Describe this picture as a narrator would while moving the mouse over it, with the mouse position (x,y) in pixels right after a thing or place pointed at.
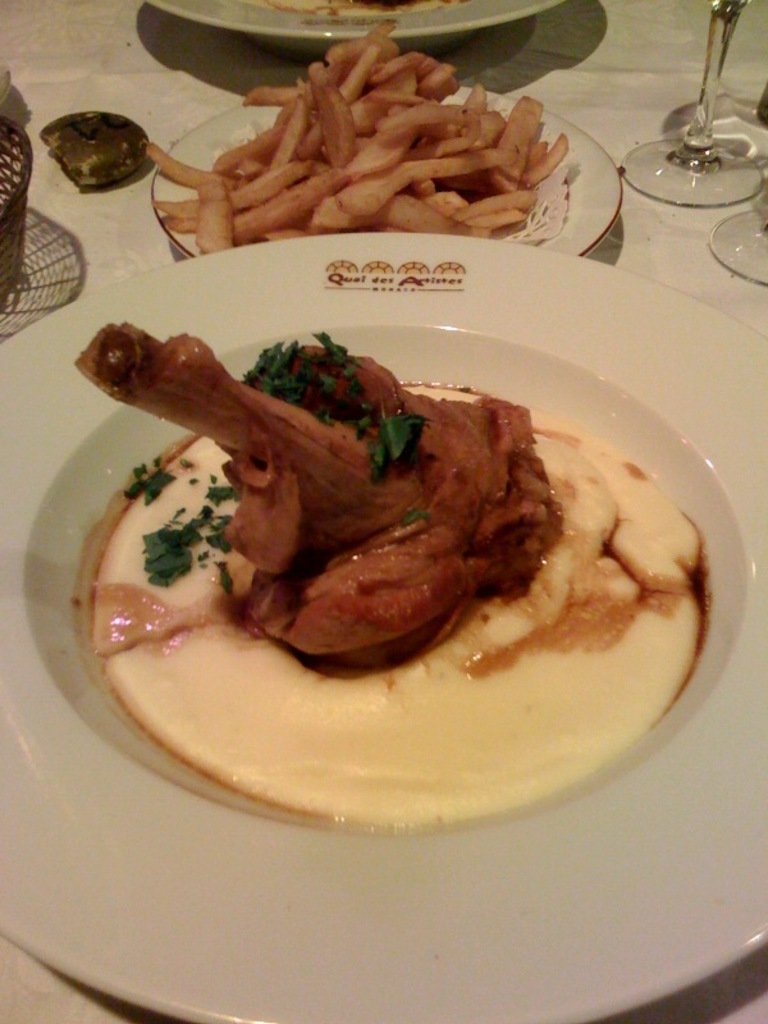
In this image I can see the white colored surface (123,66) and on it I can see few plates (280,31), few glasses (725,36) and on the plates (408,287) I can see few food items (401,450) which are cream, brown and green in color. I can see few other objects (117,126) on the table (17,110).
